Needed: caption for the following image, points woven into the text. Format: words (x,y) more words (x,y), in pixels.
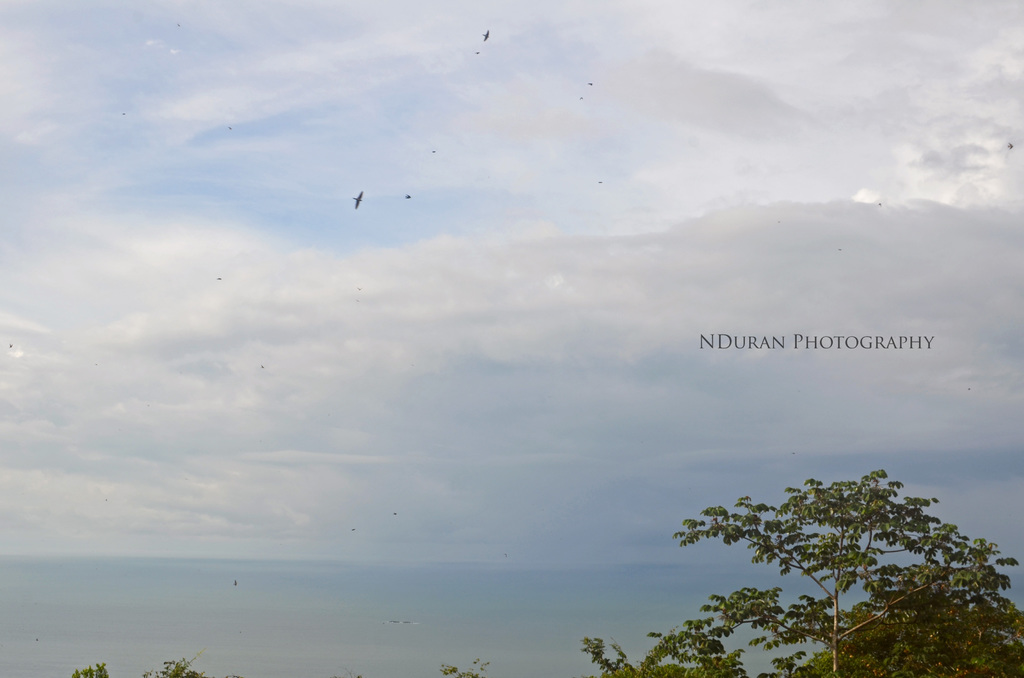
In this picture we can see trees (967,648) and in the background (209,262) we can see the sky (648,231) with clouds (479,391).
